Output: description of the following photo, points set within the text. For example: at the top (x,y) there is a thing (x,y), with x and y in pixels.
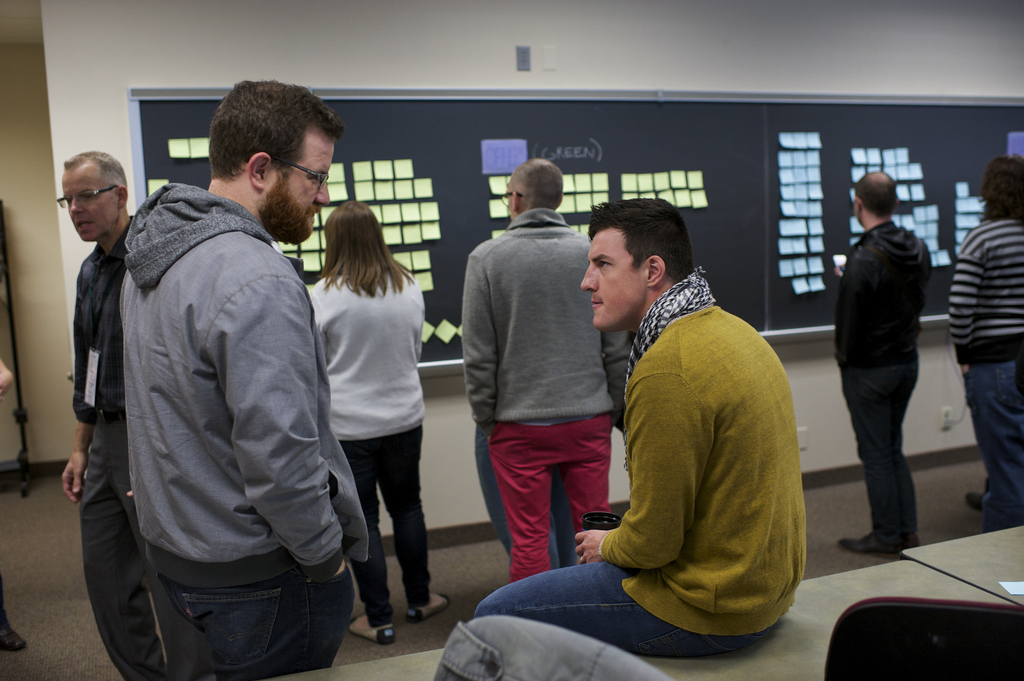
This is the picture of a room (37,507). In the foreground (657,403) there is a person (752,395) with green sweatshirt (715,378) is sitting and holding the cup (601,529). There are group of people (205,355) standing. In the bottom right (968,631) there is a chair (993,606) and there is a paper (1021,586) on the table (961,570). At the back (408,261) there are papers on the board (970,191). There is a board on the wall (939,344). On the left side of the image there is a stand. At the bottom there is a switch board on the wall (146,37).
